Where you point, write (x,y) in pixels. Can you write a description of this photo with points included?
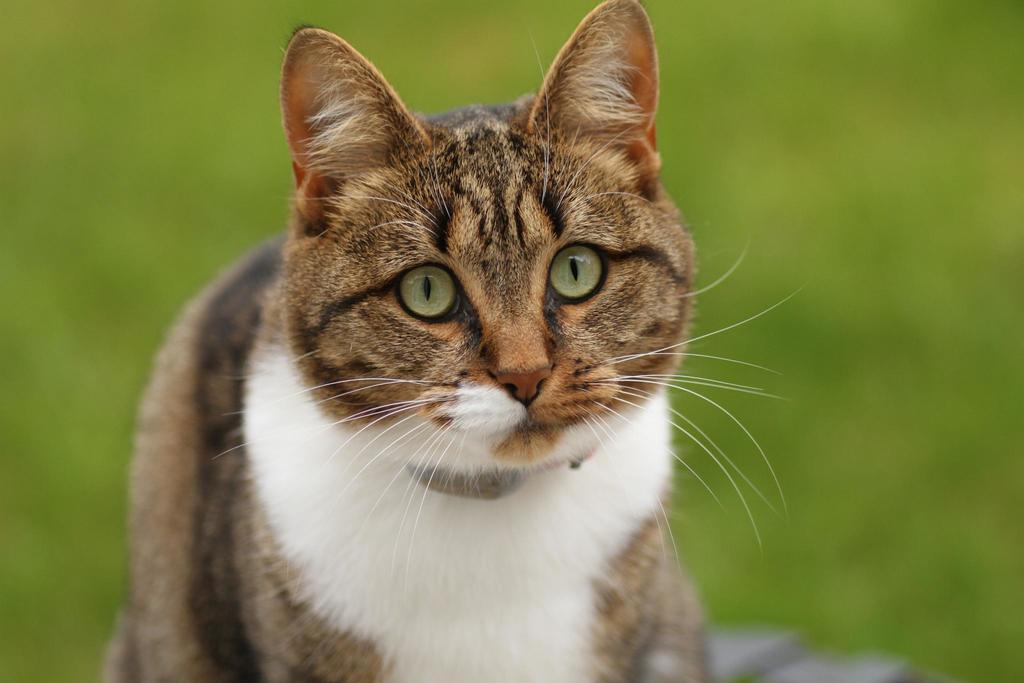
In this image there is a cat (513,386) and the background (231,109) is blurry.
